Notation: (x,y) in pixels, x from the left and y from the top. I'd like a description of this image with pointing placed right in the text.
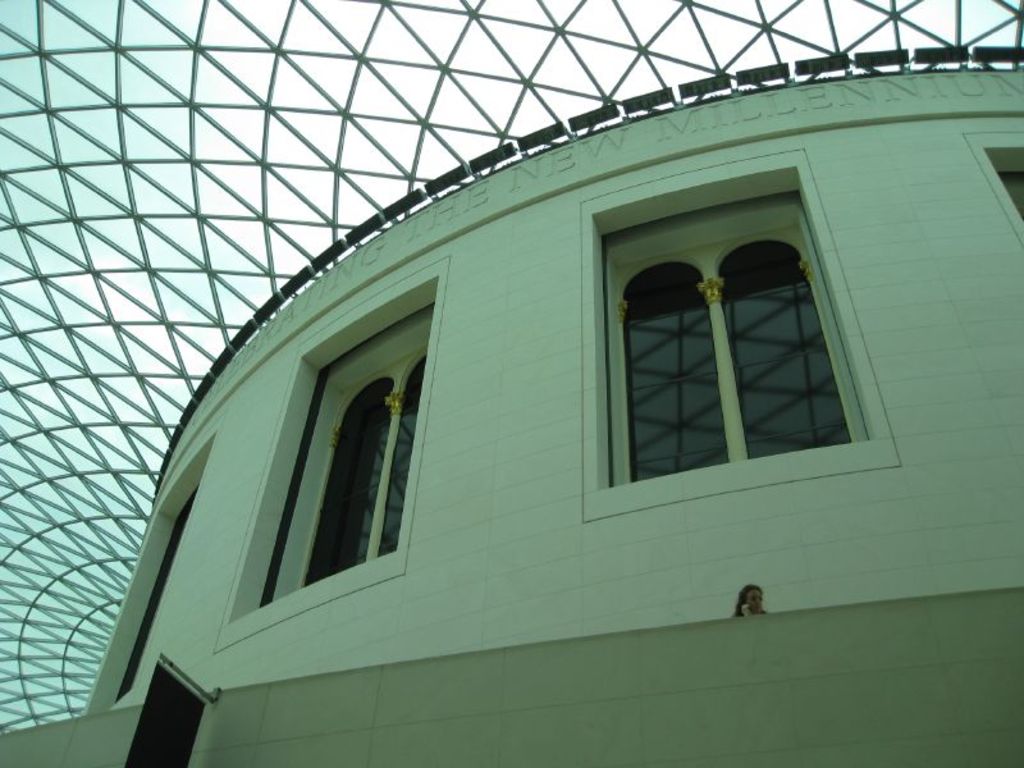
In this image I can see a building (445,462) with some text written on it. I can also see the windows (711,407). I can see a person (748,599). At the top (161,243) I can see the clouds (322,242) in the sky (256,192).
